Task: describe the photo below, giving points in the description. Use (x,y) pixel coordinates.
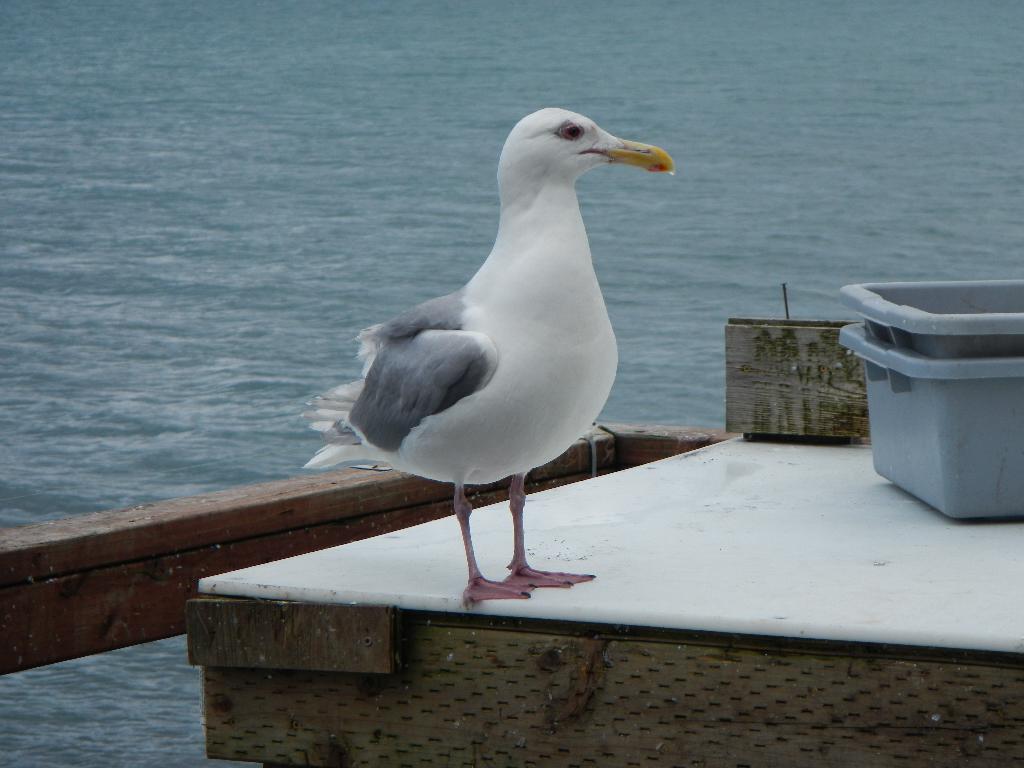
In this picture I can see there is a bird (545,286) here and it is having a long yellow beak (653,159) and there is a grey color box (925,427), placed on to right (942,343) and there is a ocean (938,238) in the backdrop (201,167).
